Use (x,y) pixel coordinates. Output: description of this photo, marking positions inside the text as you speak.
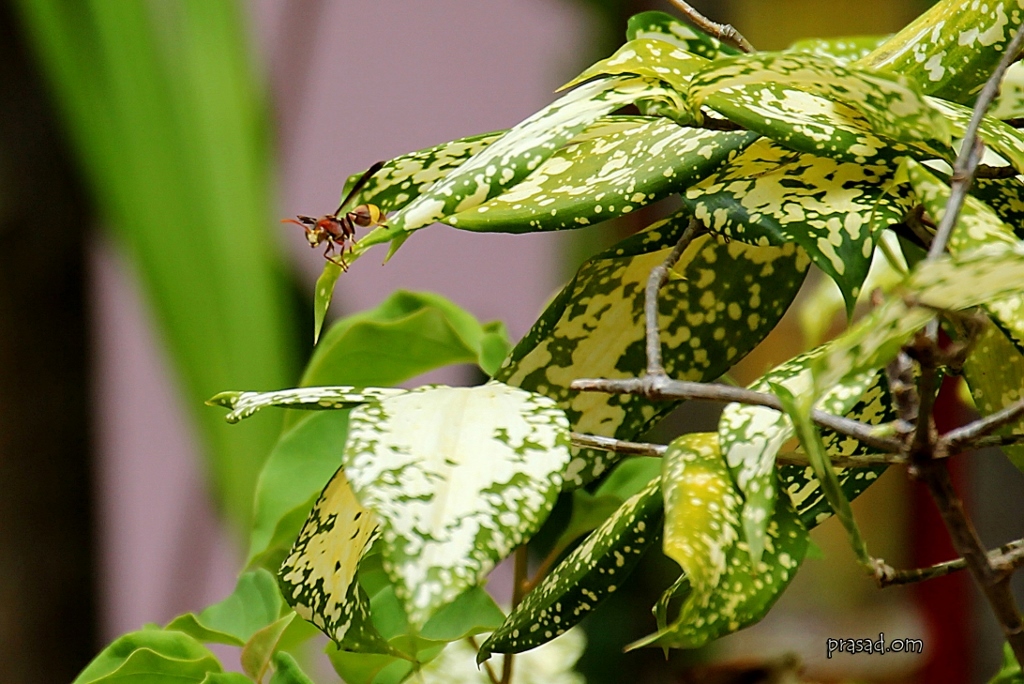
Here we can see an insect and there are plants (705,450). There is a blur background (87,94).
